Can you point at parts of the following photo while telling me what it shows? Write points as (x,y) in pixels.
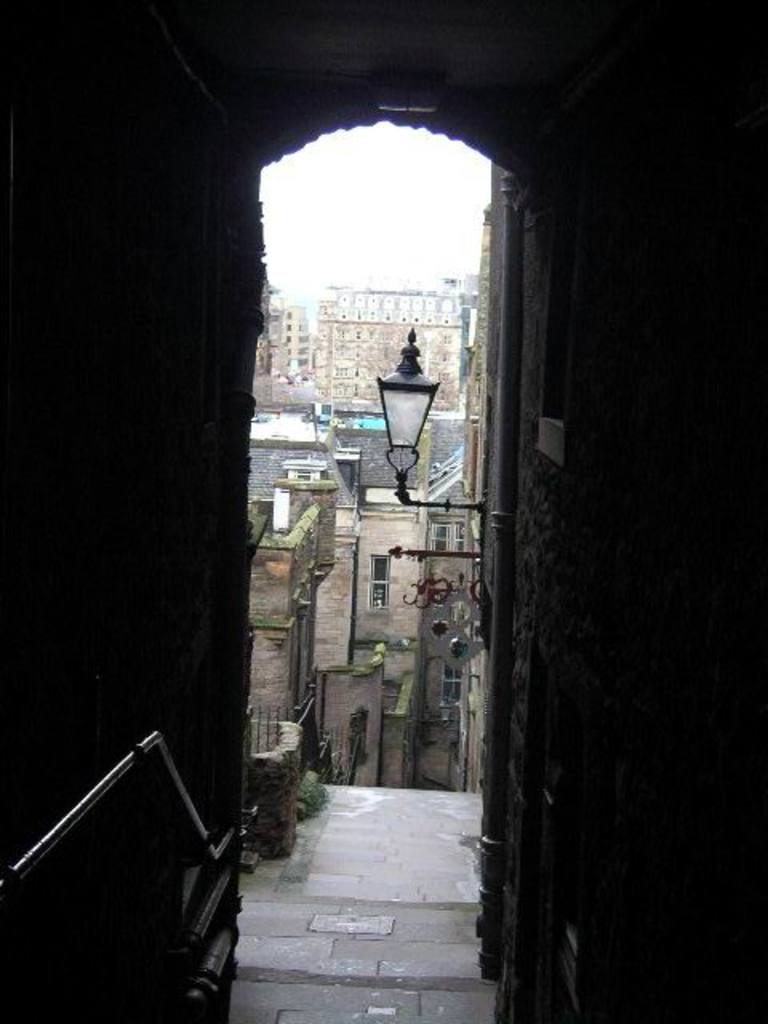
In this image in the foreground (112,884) there are some buildings (180,658) and in the background (353,580) also there are some buildings (438,520) and a light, at the bottom (289,899) there is a walkway (256,911).
